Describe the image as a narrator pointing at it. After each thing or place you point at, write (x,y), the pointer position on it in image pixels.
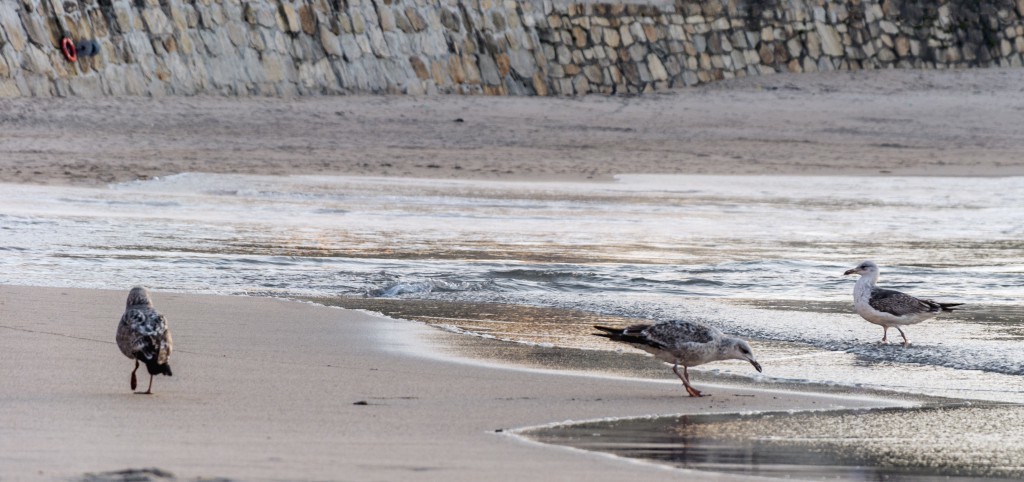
In this image we can see three birds (149,363), among them two birds (167,366) are on the ground (260,372) and one is in the water (817,425), in the background (350,48) we can see the wall (362,64).
